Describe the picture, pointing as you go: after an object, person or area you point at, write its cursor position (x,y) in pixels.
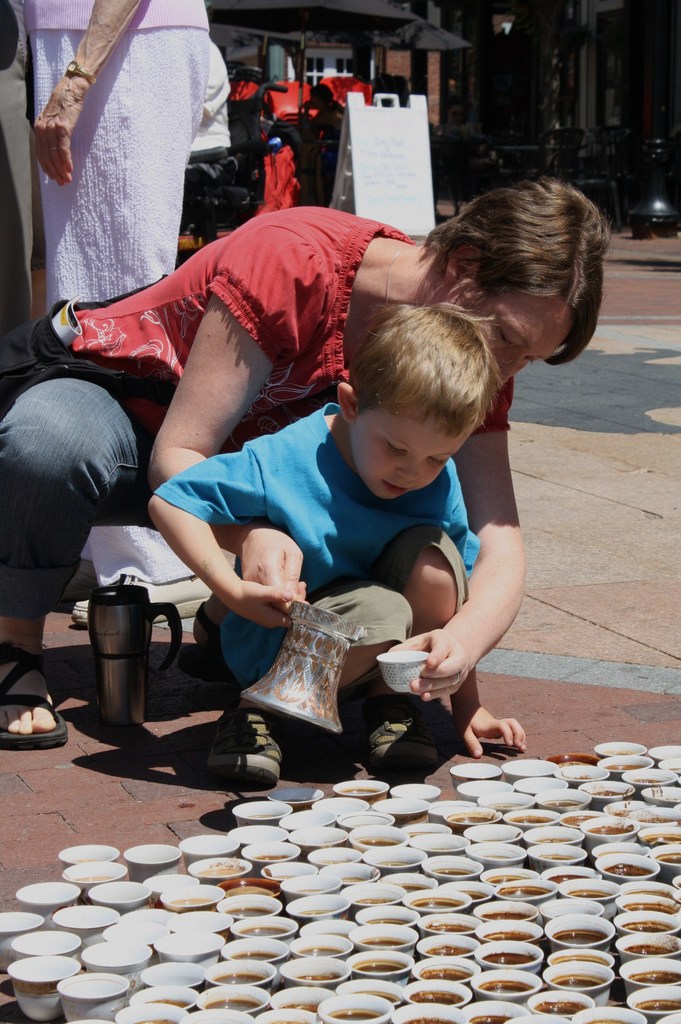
In the image we can see there are people (19,254) and a child (310,514), wearing clothes (276,327). There are many cups (123,992), a jug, slippers (58,715), footpath (568,559), board (404,166) and pole (658,176). We can even see the building (468,104) and this is a wrist watch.
